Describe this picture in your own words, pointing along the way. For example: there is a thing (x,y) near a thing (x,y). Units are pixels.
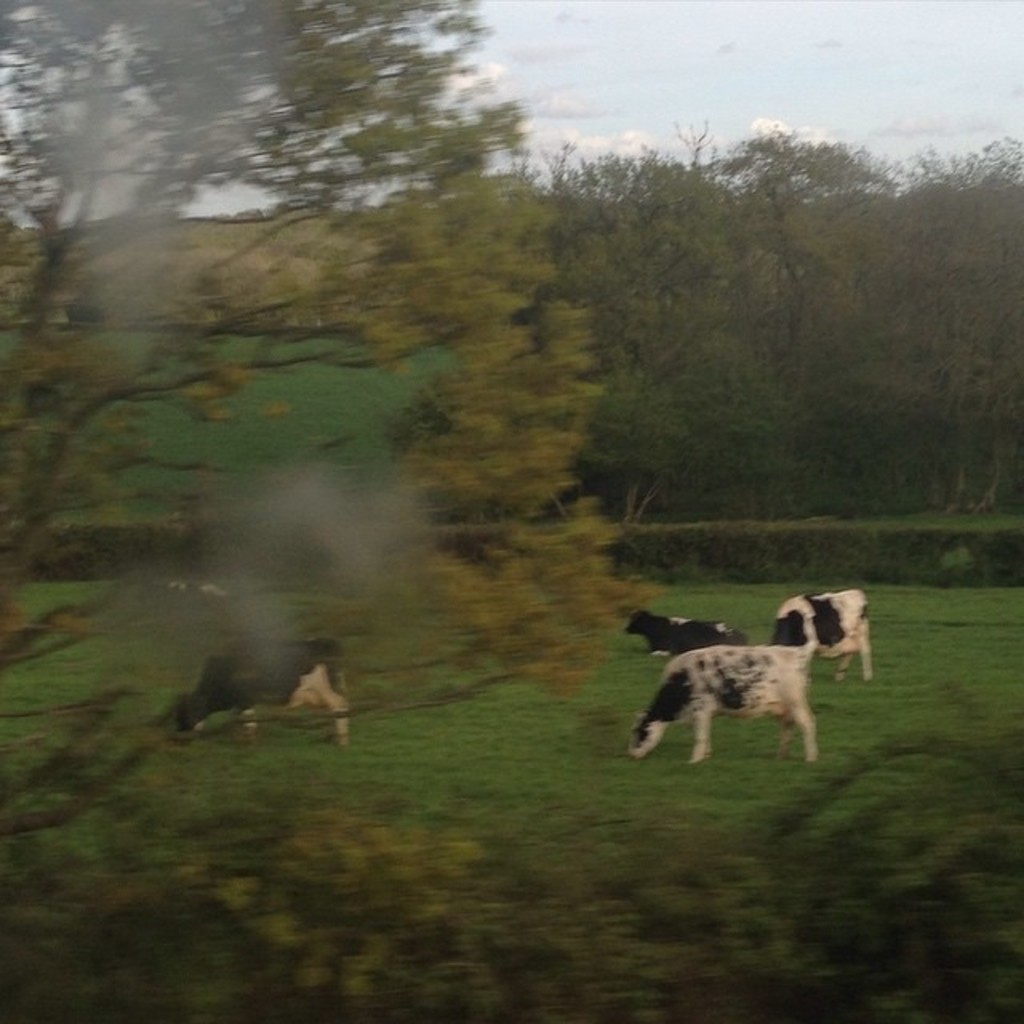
This image consists of cows (729,702). At the bottom (823,753), there is green grass (740,816) on the ground (750,611). In the background (987,408), there are trees (463,363). At the top (662,86), there are clouds (541,94) in the sky (630,103).
